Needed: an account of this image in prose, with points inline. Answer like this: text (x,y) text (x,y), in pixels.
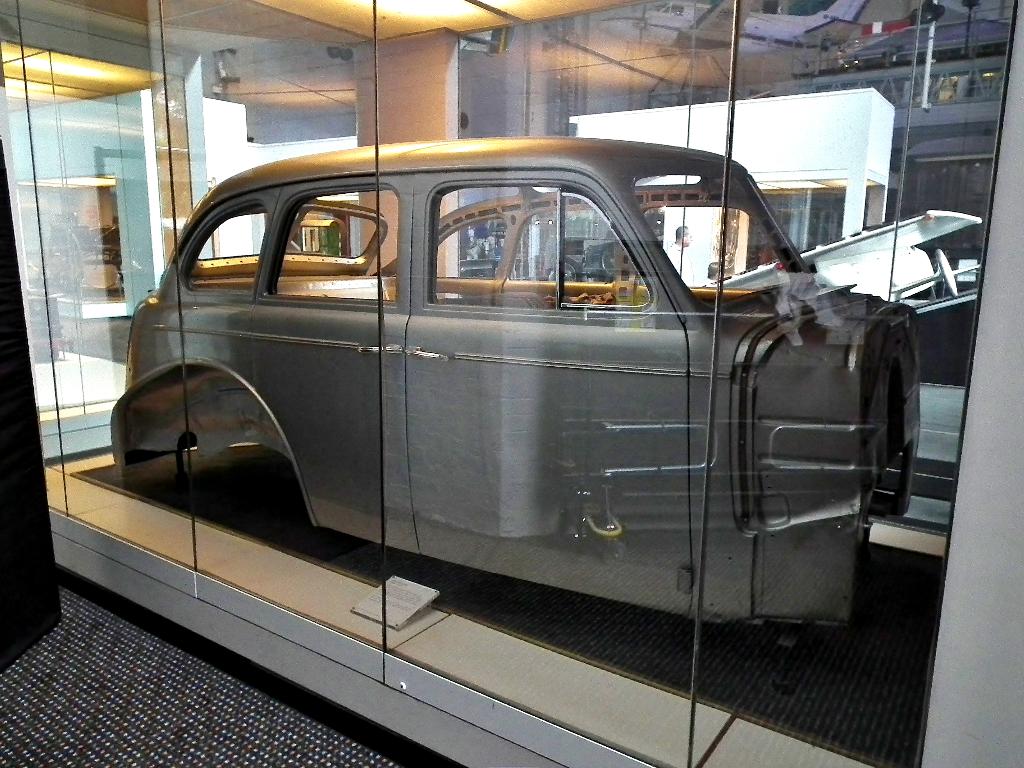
In this image I can see a vehicle part (510,473) which is in ash color. In front I can see glass door (380,489). Back Side I can see a building (912,167).
